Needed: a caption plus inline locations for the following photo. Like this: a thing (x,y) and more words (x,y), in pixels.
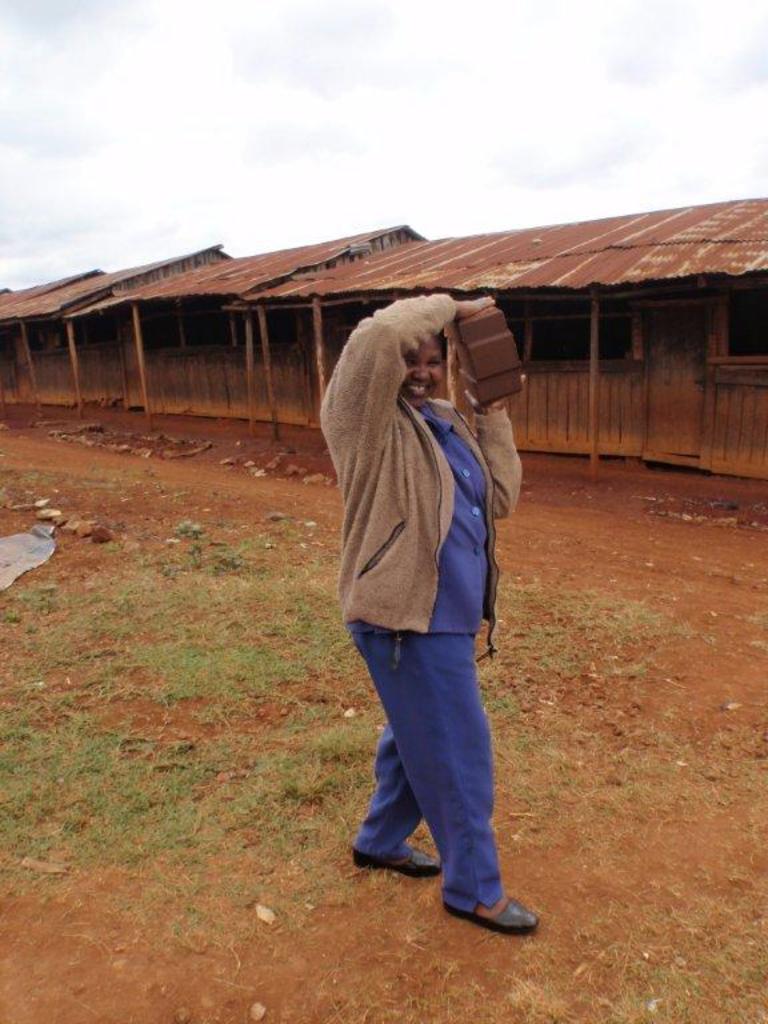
In the picture we can see women (434,660) wearing blue color dress (462,657) brown color jacket (347,557) standing and holding bricks (478,314) in their hands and in the background (191,403) there are some houses (313,289), cloudy sky (356,169).
